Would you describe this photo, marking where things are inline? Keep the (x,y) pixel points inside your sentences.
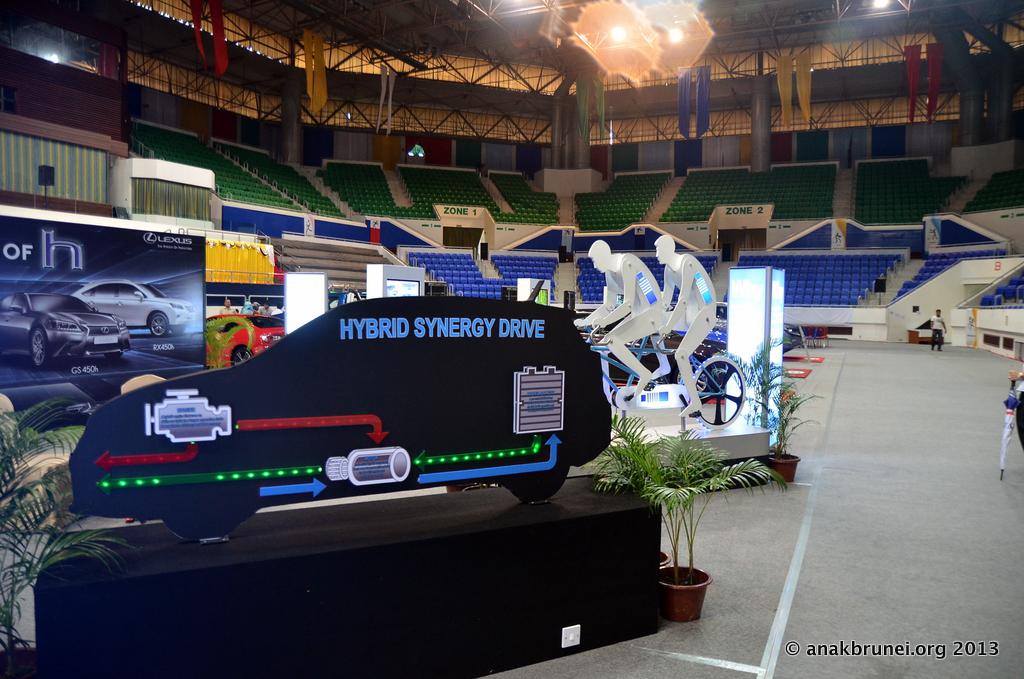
In the foreground (238,370), I can see boards (454,443) which is having lights (445,462) on it, in the shape of a car (460,411), bicycle (699,393), two persons (691,382), hoardings (38,375) and houseplants (670,517) on the floor (724,583). In the background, I can see seats (487,292), metal rods (534,87), pillars (560,153), chandeliers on a rooftop (796,3) and two persons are walking. This image taken, maybe in an auditorium hall (657,97).
